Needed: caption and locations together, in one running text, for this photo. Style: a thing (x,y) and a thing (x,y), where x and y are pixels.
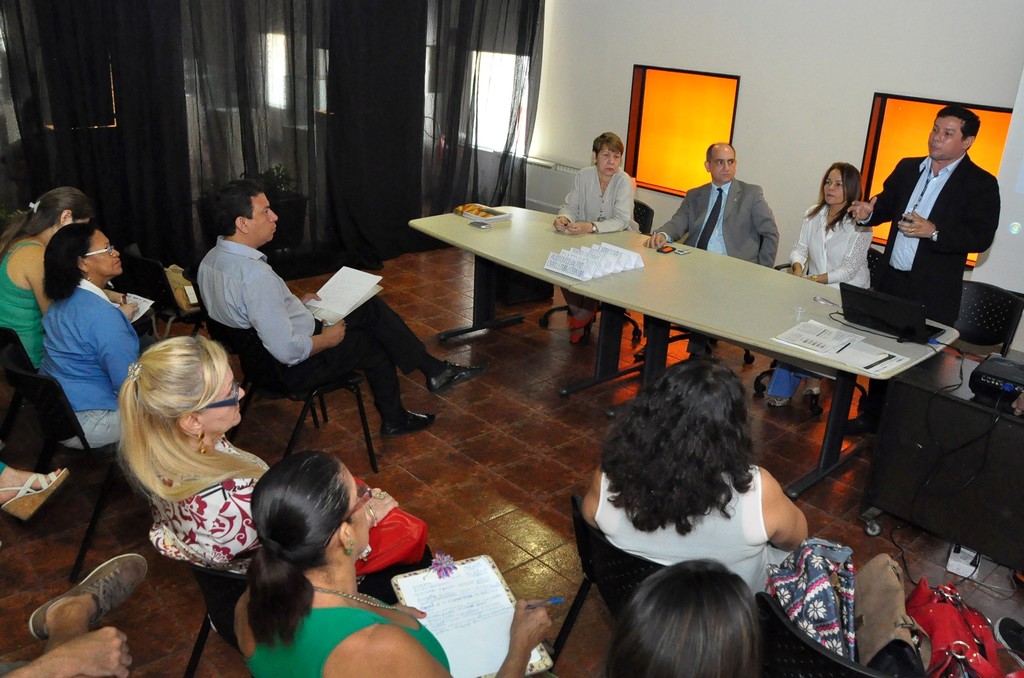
One man (709,224) and two women (621,206) are sitting at table (736,290). One man (901,217) is standing and speaking. There are laptop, some papers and other items (592,257) on the table (661,272). There are people (399,336) in front (162,468) sitting and listening.
